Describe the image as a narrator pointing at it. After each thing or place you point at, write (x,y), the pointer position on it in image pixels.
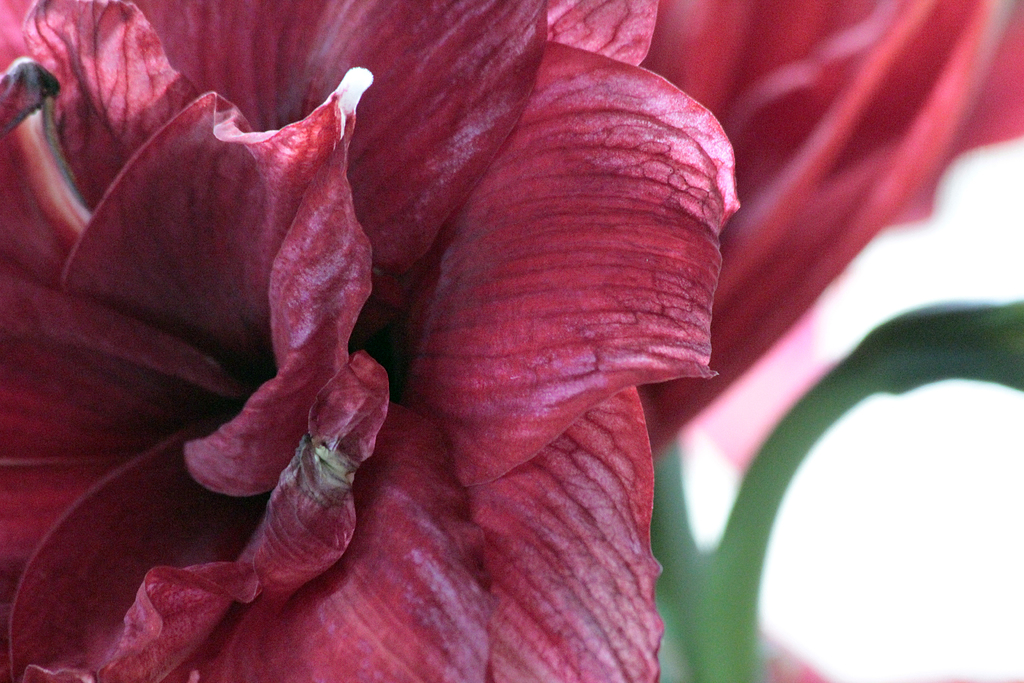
Here we can see a flower (712,278) and there is a white background (852,563).
